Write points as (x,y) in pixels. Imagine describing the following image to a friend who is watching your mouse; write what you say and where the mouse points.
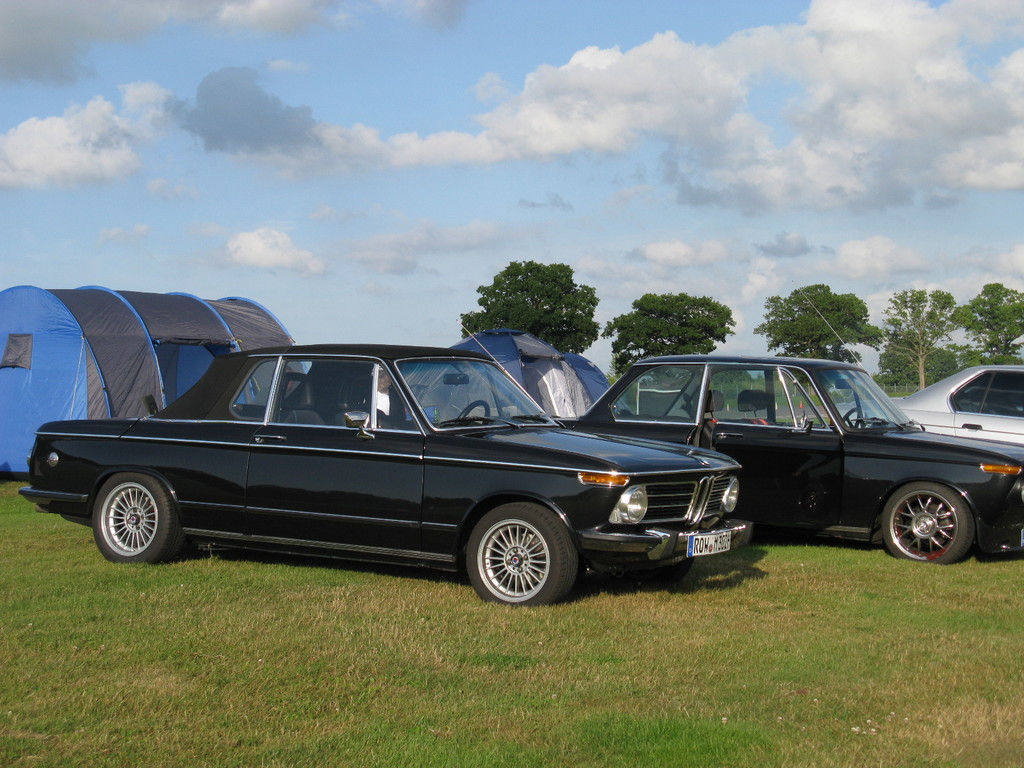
In this image we can see three cars (561,552) and there are two tents (566,382). We can see some trees (642,322) in the background (641,335) and at the top (99,234), we can see the sky (666,170).
